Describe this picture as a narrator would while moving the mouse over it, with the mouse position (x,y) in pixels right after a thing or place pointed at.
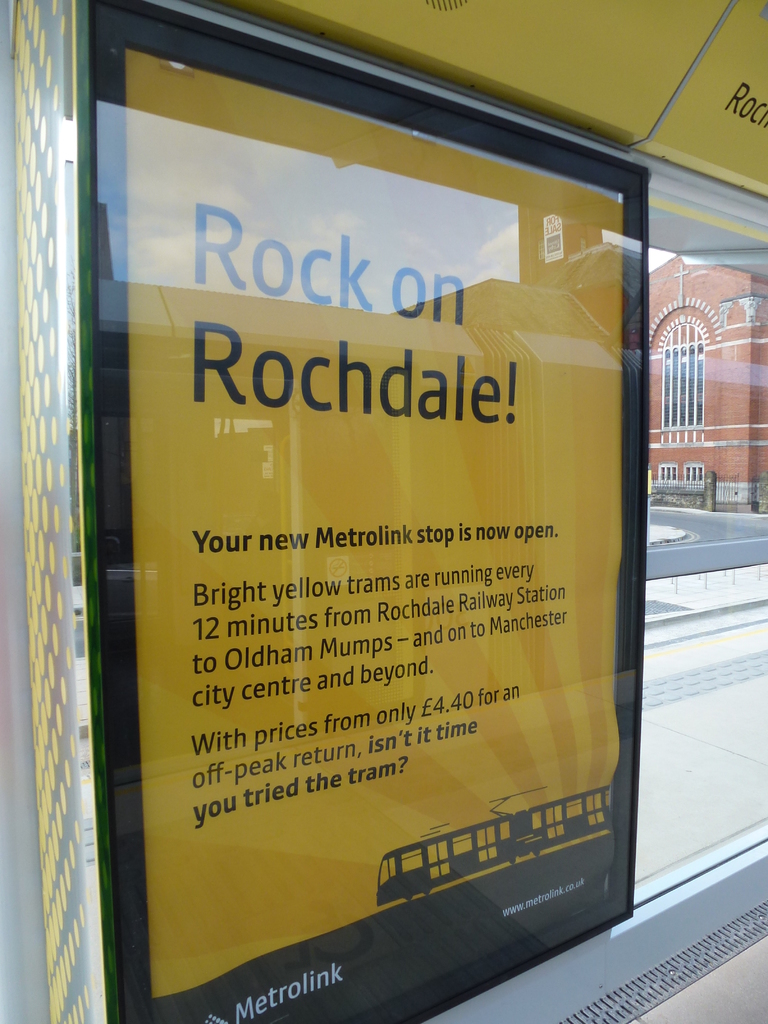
In this image we can see board (411,847). In the background (678,413) there is building (696,417) and road (696,521).
